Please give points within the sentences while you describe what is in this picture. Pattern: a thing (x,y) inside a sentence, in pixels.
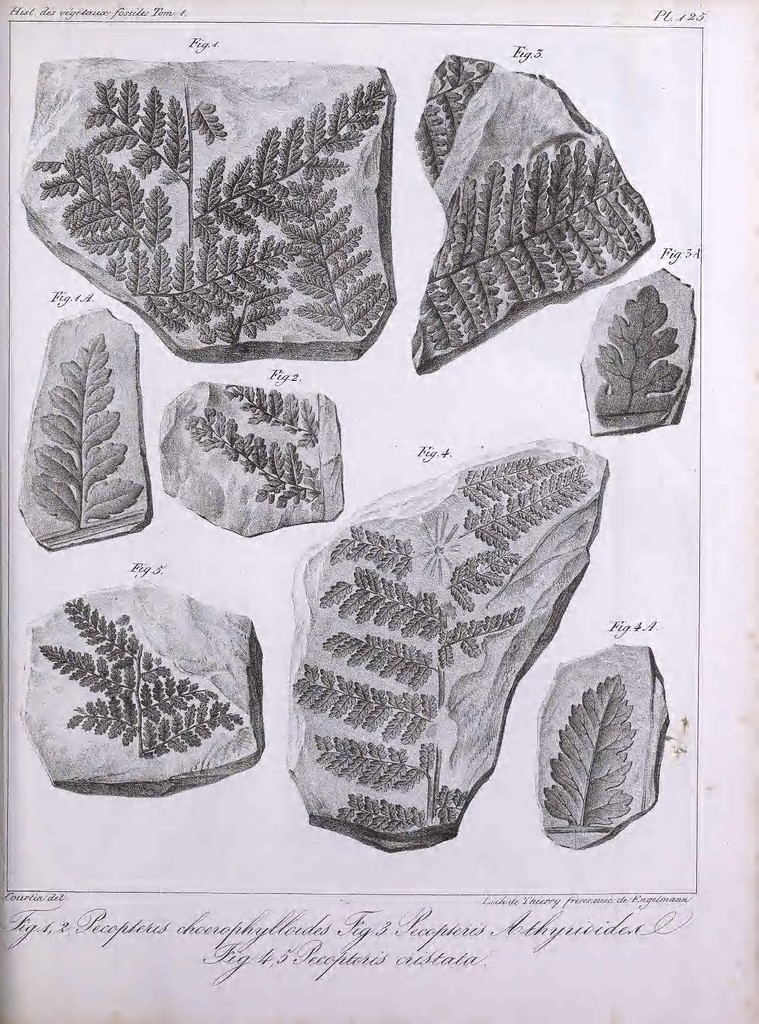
In this image I can see a picture of rocks (134,346) and leaves (238,229) in the paper (467,242).
